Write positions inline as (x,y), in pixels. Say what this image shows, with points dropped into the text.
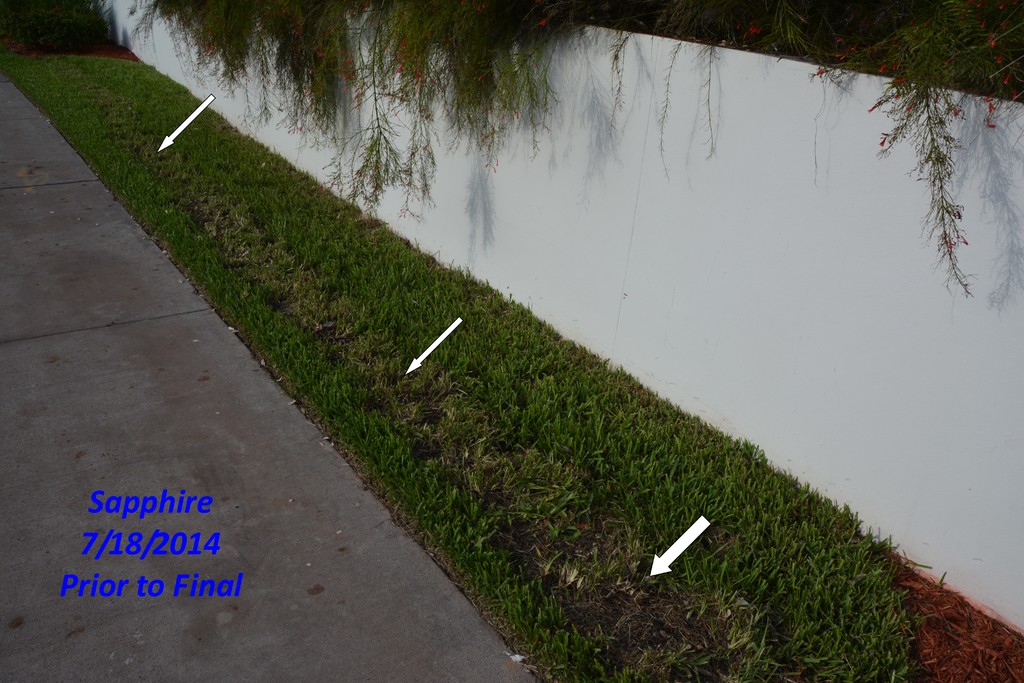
To the right side of the image (795,300) there is wall (589,312). There is grass (367,467). On the left side of the image (142,431) there is road (65,507) with some text (138,549) on it.
